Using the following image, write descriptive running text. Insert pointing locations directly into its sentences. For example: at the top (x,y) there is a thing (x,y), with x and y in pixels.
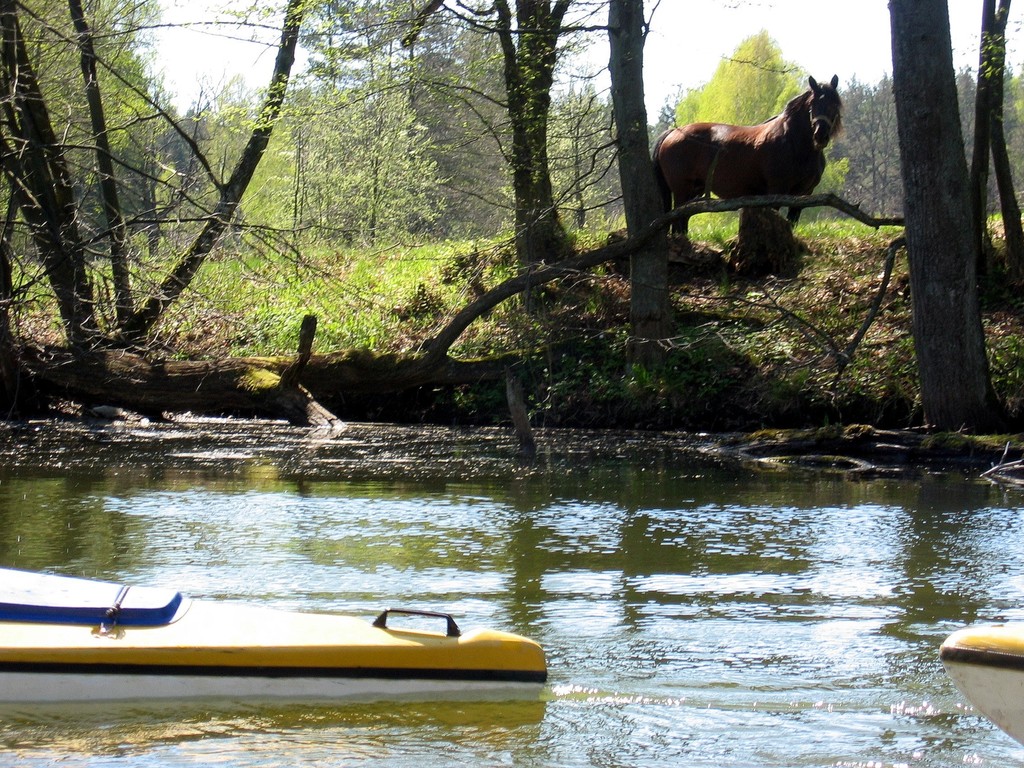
In this image, we can see a horse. We can see some water (611,656). There are boats (409,652) sailing on water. We can see some grass (407,251), trees (326,206) and plants (365,327). We can also see the sky (696,16).
